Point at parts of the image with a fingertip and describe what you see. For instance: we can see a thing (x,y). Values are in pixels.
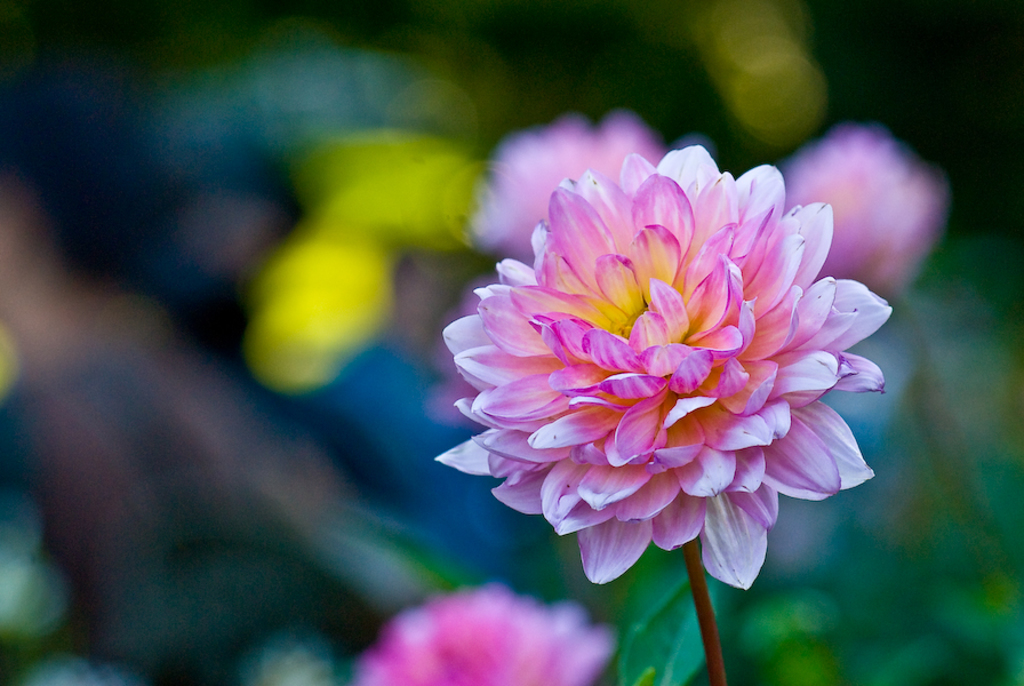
In this picture there are pink color flowers (742,319) on the plants (869,669). At the back (345,158) the image is blurry.
